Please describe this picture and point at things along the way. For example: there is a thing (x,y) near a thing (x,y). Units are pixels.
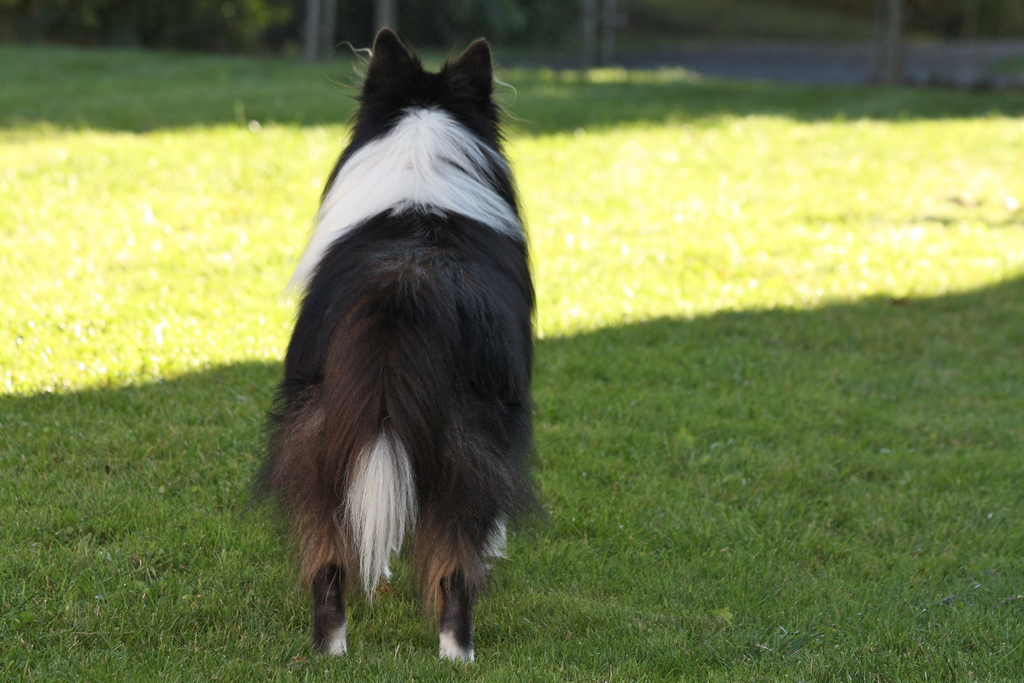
This picture might be taken from outside of the city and is sunny. In this image, in the middle (472,436), we can see an animal (457,553) standing on the grass (854,194). In the background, we can see some trees (886,10). At the bottom (817,557), we can see a grass (863,478).
